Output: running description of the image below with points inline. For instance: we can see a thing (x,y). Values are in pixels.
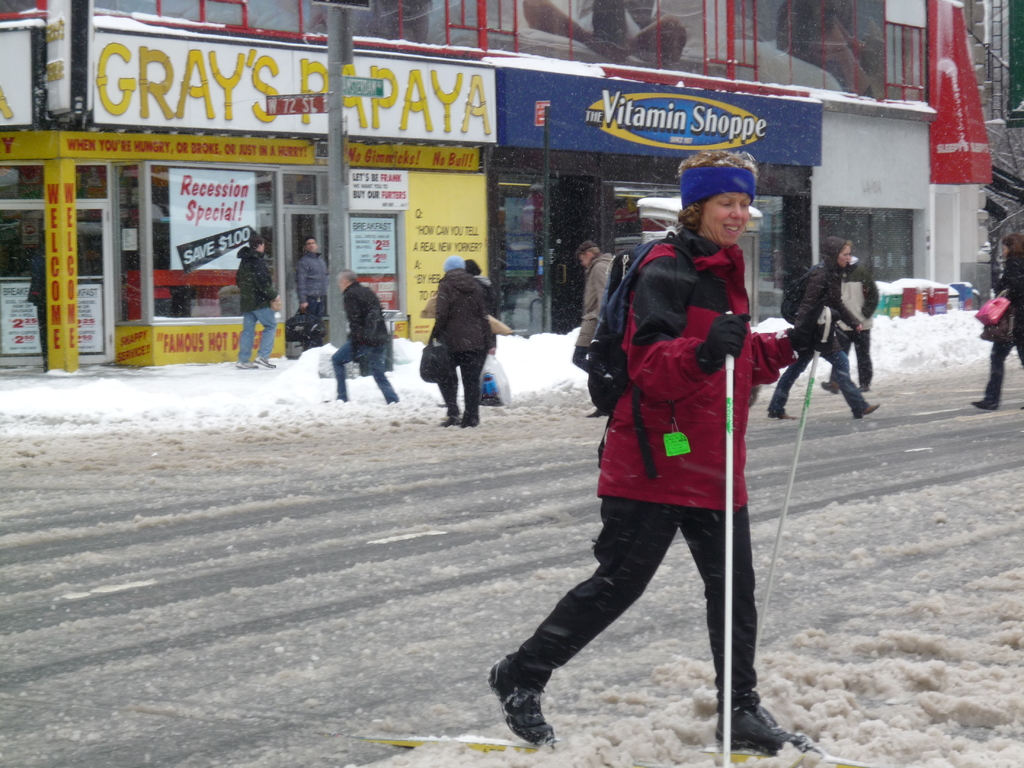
This image consists of stalls (601,182), road (851,424) and people (712,194). Some of the people (709,443) are crossing road (683,652). Store name is Gray's papaya (93,84) and Vitamin Shoppe (682,119). There is snow (963,321) all over the place. The one who is in the front side (683,525) is holding a stick (728,389).
